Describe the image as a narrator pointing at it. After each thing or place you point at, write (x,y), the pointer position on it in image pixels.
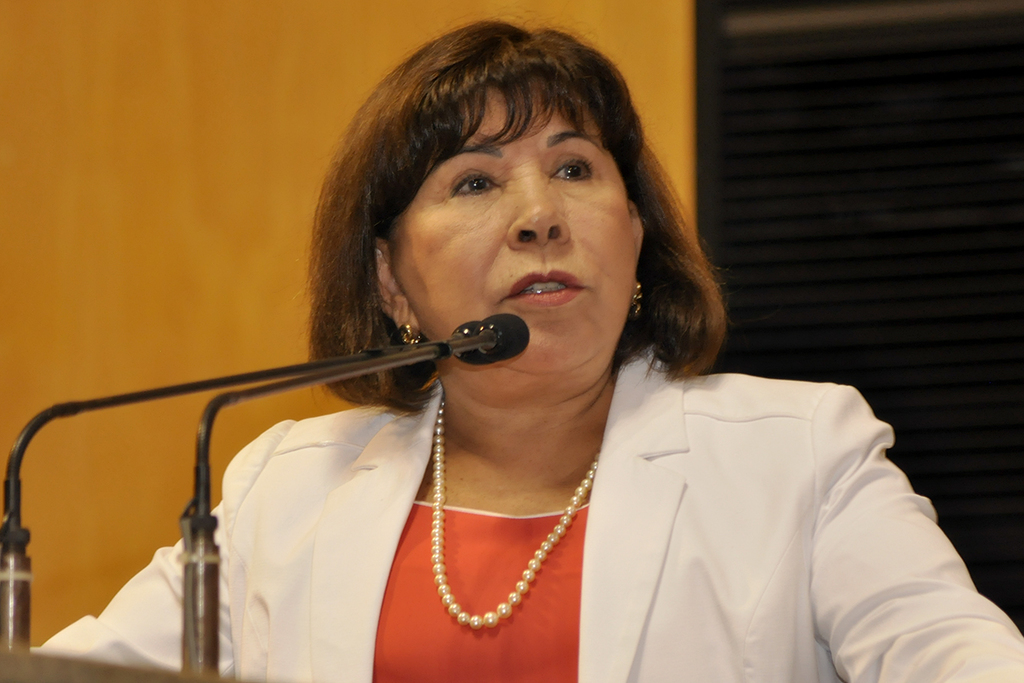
The woman (499,443) in front of the picture wearing a red dress (532,601) and white blazer (359,533) is talking on the microphone (376,360). In front of her, we see a microphone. On the right side (754,259), it is black in color. On the left side (211,188), it is orange in color.
